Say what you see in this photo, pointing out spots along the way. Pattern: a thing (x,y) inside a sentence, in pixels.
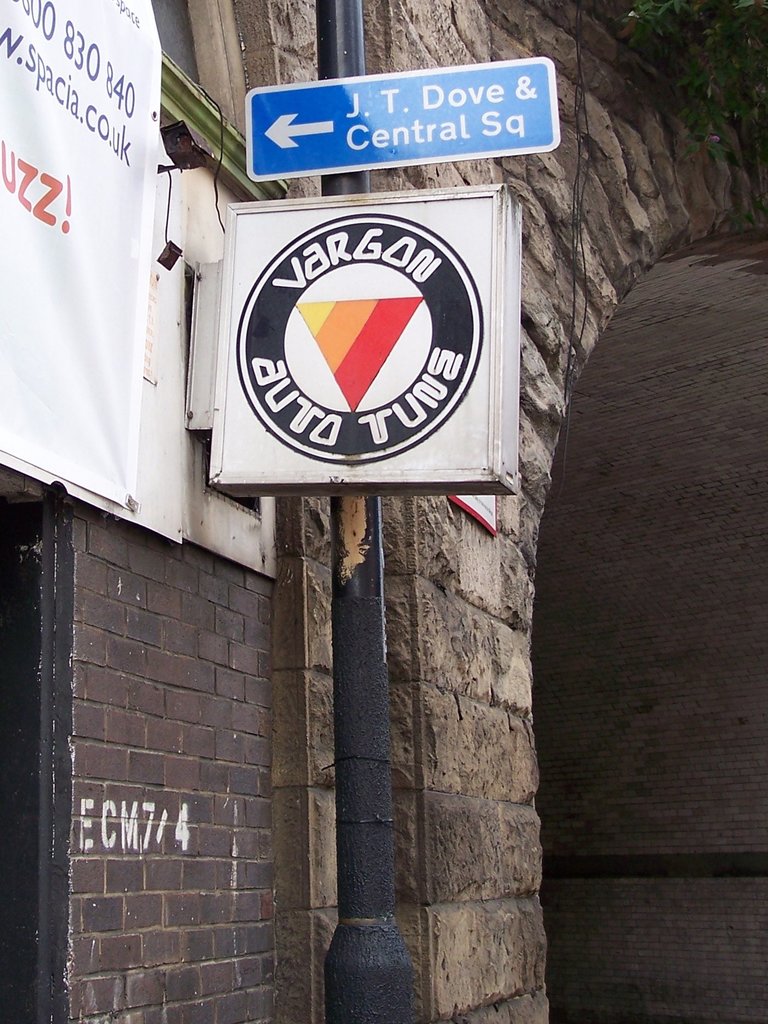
In the image I can see a pole (342,507) which has boards (328,410) attached to it. On boards (380,265) I can see logo (359,351) and something written on it. I can also see a wall (145,651) which has some objects (112,422) attached to it.
